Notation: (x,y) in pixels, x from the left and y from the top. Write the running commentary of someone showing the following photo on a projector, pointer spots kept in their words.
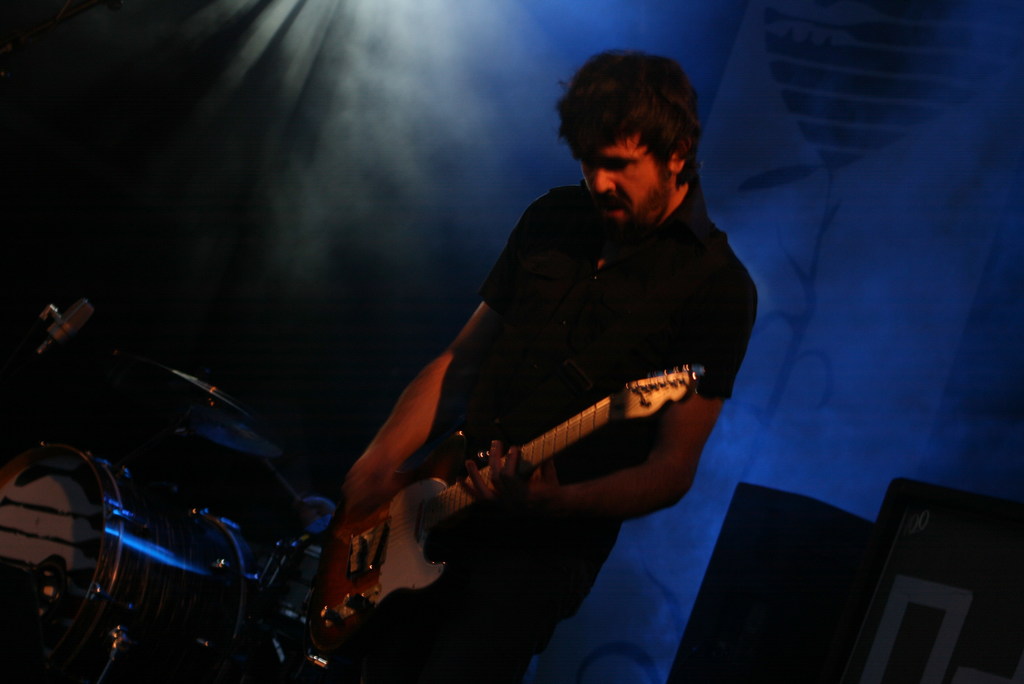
In this image In the middle (625,351) there is a man (597,329) he is playing guitar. In the background (663,511) there are drums (184,524), light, smoke (327,152), speaker (775,614) and poster (908,420).
